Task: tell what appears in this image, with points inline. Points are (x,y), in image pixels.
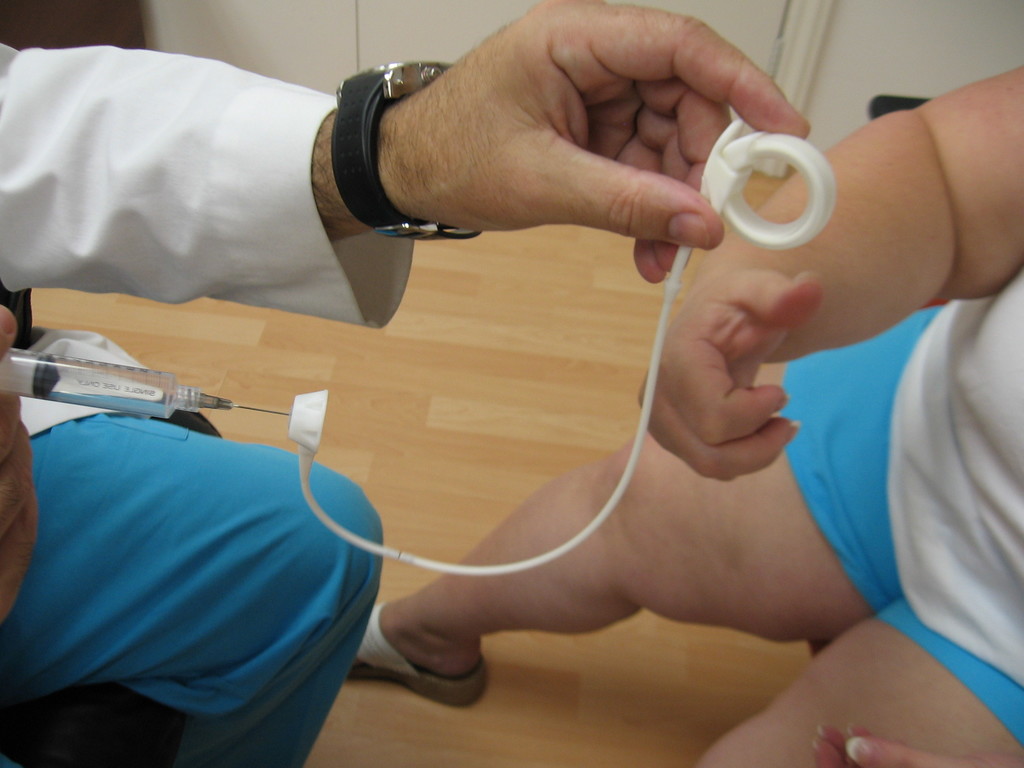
In the picture we can see a doctor (319,712) sitting and holding an injection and in it we can see a white colored wire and he is holding it with the other hand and in front of him we can see a person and to the floor (385,501) we can see wooden mat (407,514) and the wall (358,34) is white in color.
